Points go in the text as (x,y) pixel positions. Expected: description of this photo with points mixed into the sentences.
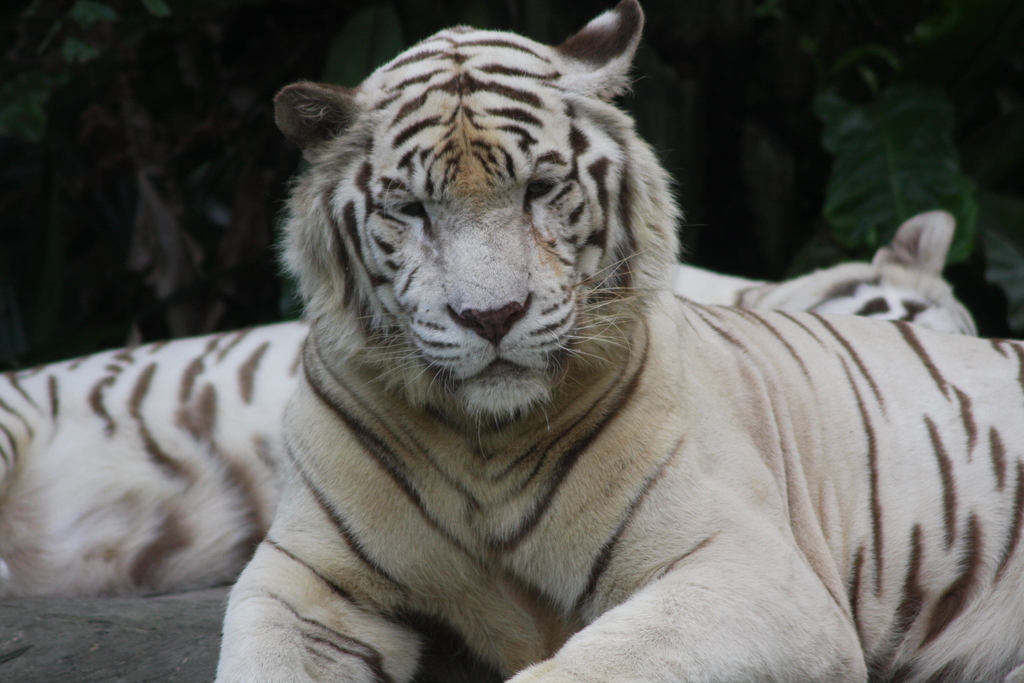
In This image in the center (490,382) there are two tigers (174,473), and in the background (936,185) there are trees (218,230).
